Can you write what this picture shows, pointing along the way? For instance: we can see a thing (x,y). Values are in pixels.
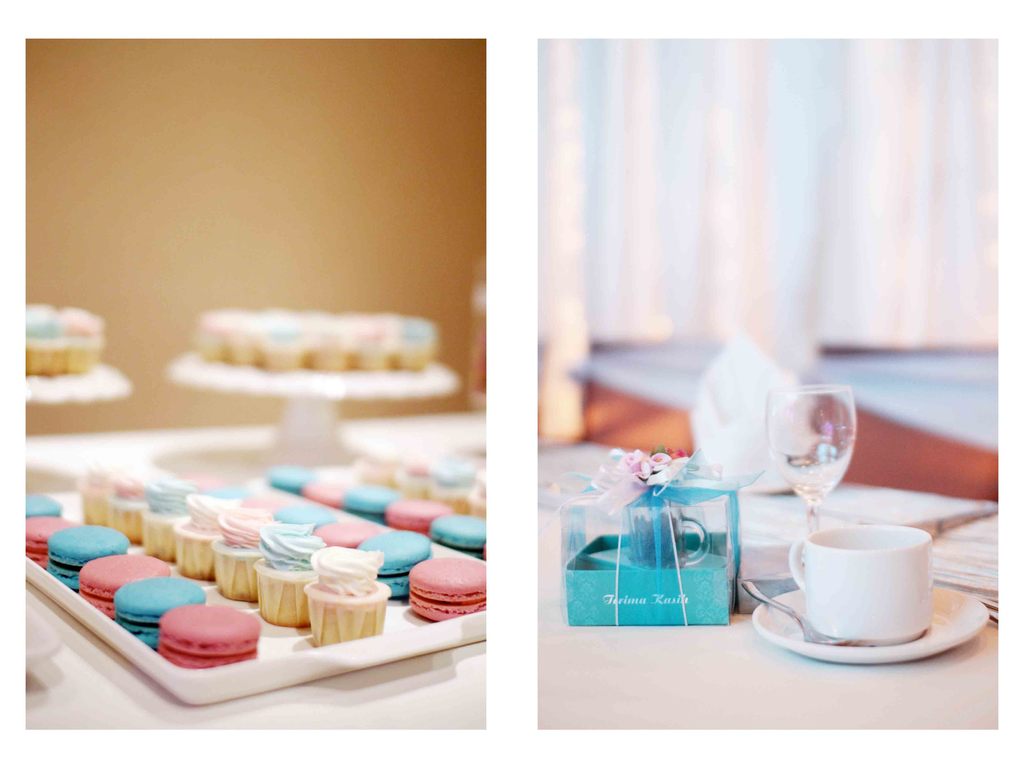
In the foreground of this collage image, on the left side of image (248,549) consists of cupcakes (238,578) on the trays (330,655) on white surface (408,681). In the background (257,259), there is a wall (254,247). On the right side of the image (968,610) consists of a cup (889,605), saucer (859,653), spoon (793,612), a gift box (735,570), glass (828,446) and few more objects (978,539) on the table (819,684) and the background (798,234) image is blur.
